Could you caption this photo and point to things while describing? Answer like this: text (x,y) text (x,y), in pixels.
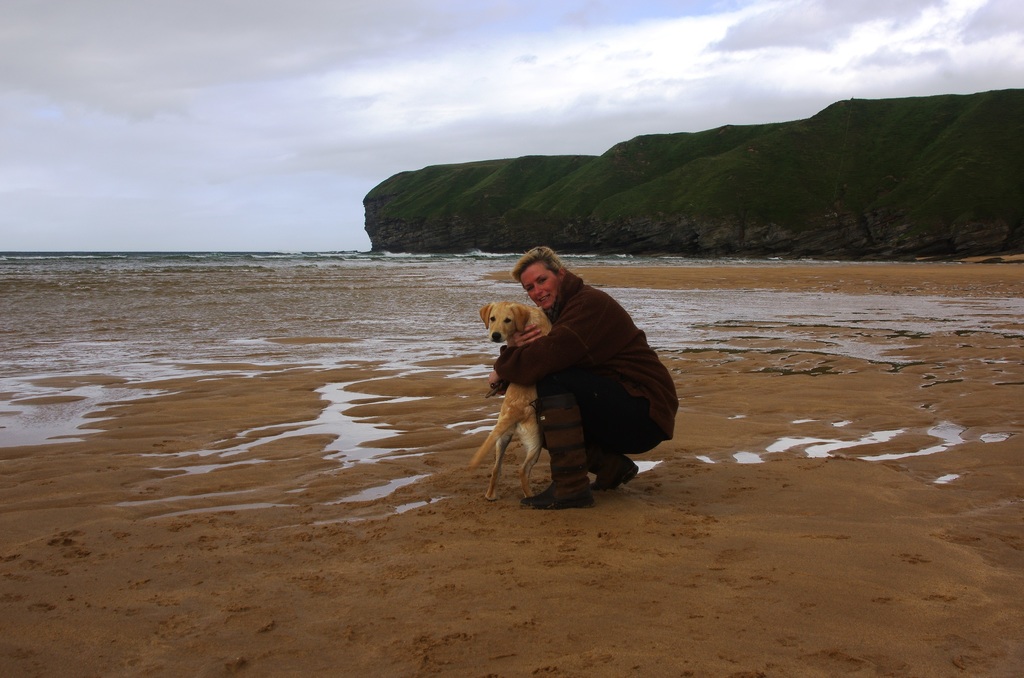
In this picture I can see person (526,352) holding dog (515,386) in a sea shore (332,348), side we can see hill (567,157).
